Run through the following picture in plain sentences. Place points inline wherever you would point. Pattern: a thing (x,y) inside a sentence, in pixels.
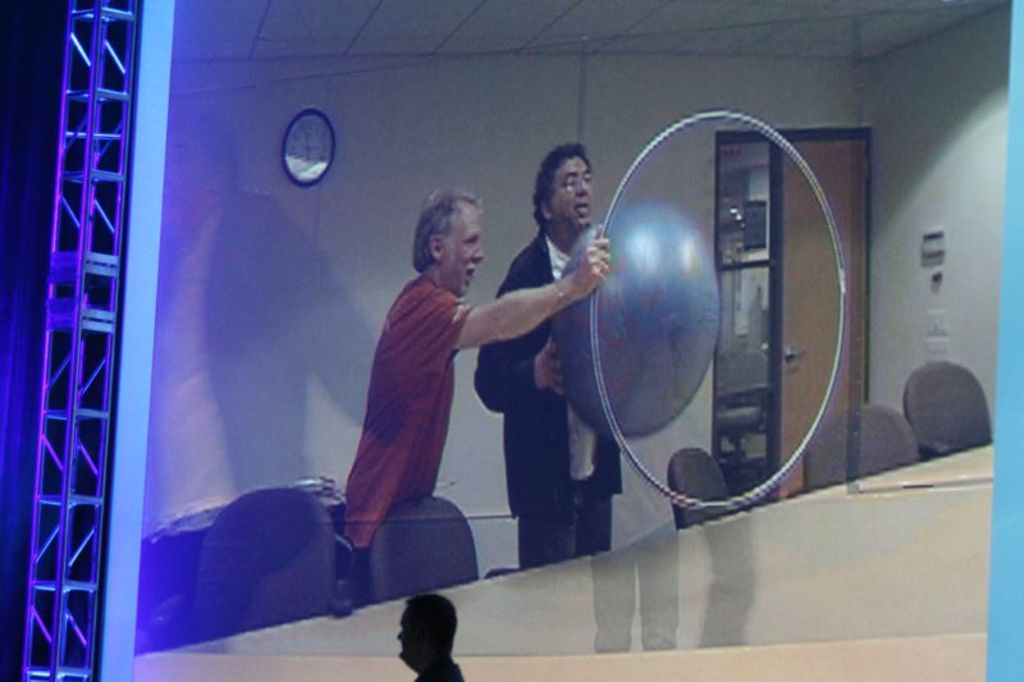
At the bottom of the image (413,661) a person (451,666) is standing. Behind him there is a screen (350,159). In the screen (875,371) few people (368,493) are standing and holding some toys (576,321) and there are some chairs (238,530) and tables (986,476). Behind them there is a wall (251,161), on the wall (378,156) there is a clock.
